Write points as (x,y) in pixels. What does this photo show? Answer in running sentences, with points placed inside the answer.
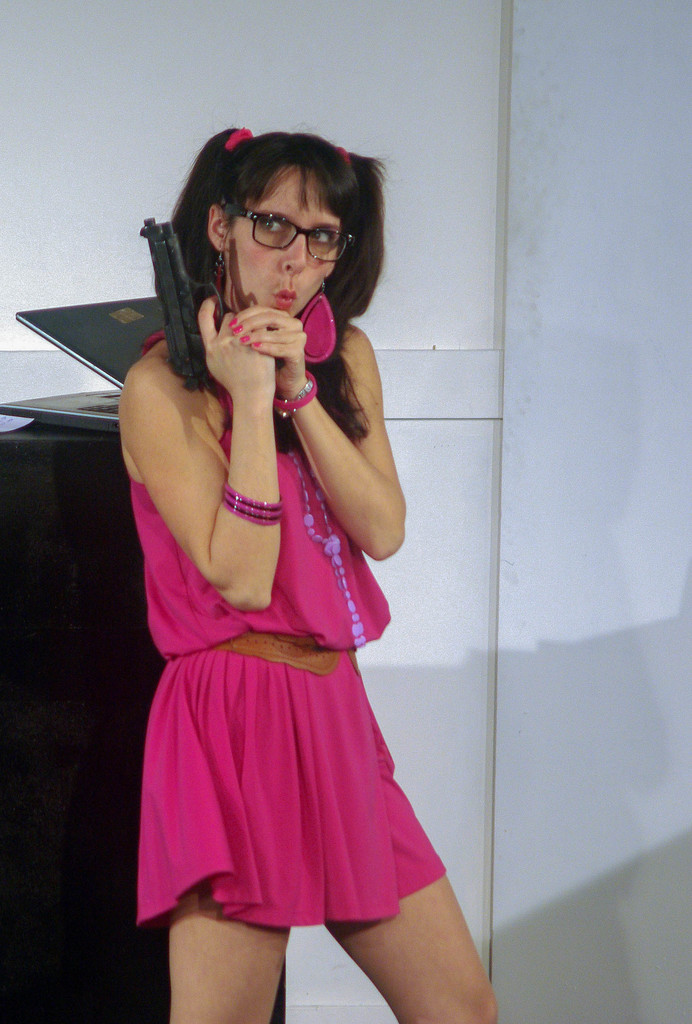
In this picture we can observe a woman (193,671) standing, wearing pink color dress (189,727) and holding black color gun (185,320) in her hand (241,361). She is wearing spectacles (316,245). Behind her there is a laptop (67,334) placed on the desk (34,654). In the background (434,689) we can observe a white color wall (426,343).
